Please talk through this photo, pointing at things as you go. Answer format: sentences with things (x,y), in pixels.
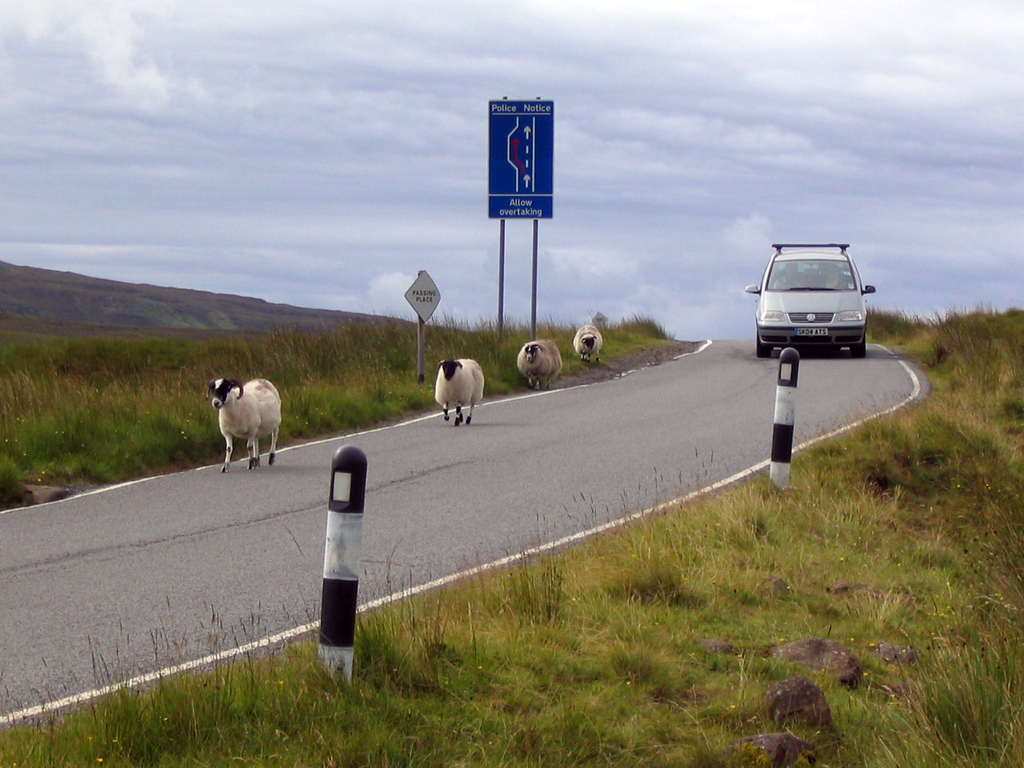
In this image there is the sky (742,82) towards the top of the image (736,89), there are clouds (637,90) in the sky (637,90), there are mountains (183,295) towards the left of the image (120,295), there is grass (86,374) towards the left of the image (99,382), there is grass (960,444) towards the right of the image (988,375), there is road (613,448), there is a vehicle (809,270) on the road (607,420), there are animals (538,358) on the road (667,379), there are poles (339,550), there are boards (523,166), there is text (539,108) on the boards (503,199).
